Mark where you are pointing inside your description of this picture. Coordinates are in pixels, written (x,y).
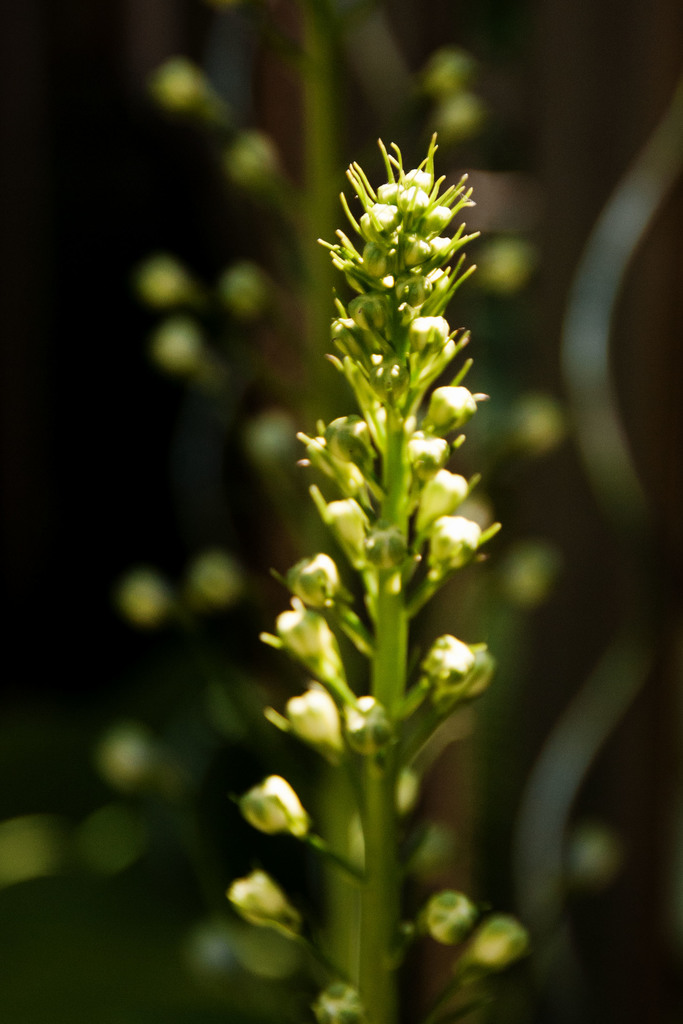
In the front of the image (355,637) I can see a plant (375,1009). In the background of the image (523,1023) it is blurry.
